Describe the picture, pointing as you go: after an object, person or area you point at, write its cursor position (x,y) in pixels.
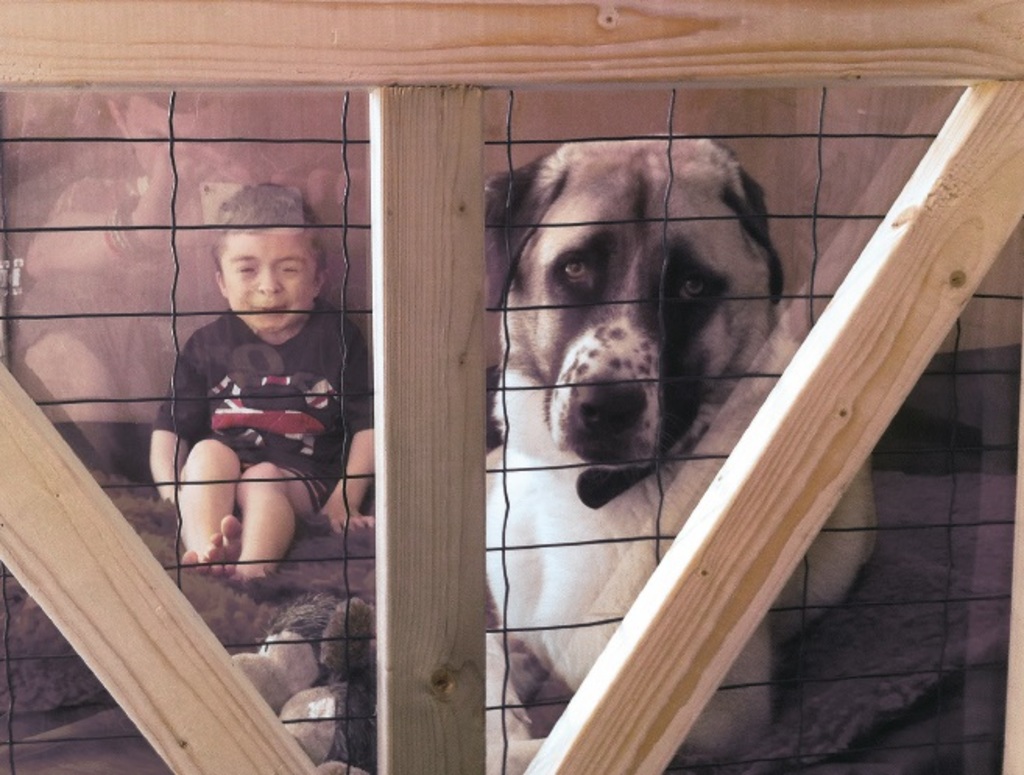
In this picture I can see there is a boy (304,360) and a dog (550,603) sitting on the floor (146,538) and there is a wooden frame (169,725) and a fence (265,445).
